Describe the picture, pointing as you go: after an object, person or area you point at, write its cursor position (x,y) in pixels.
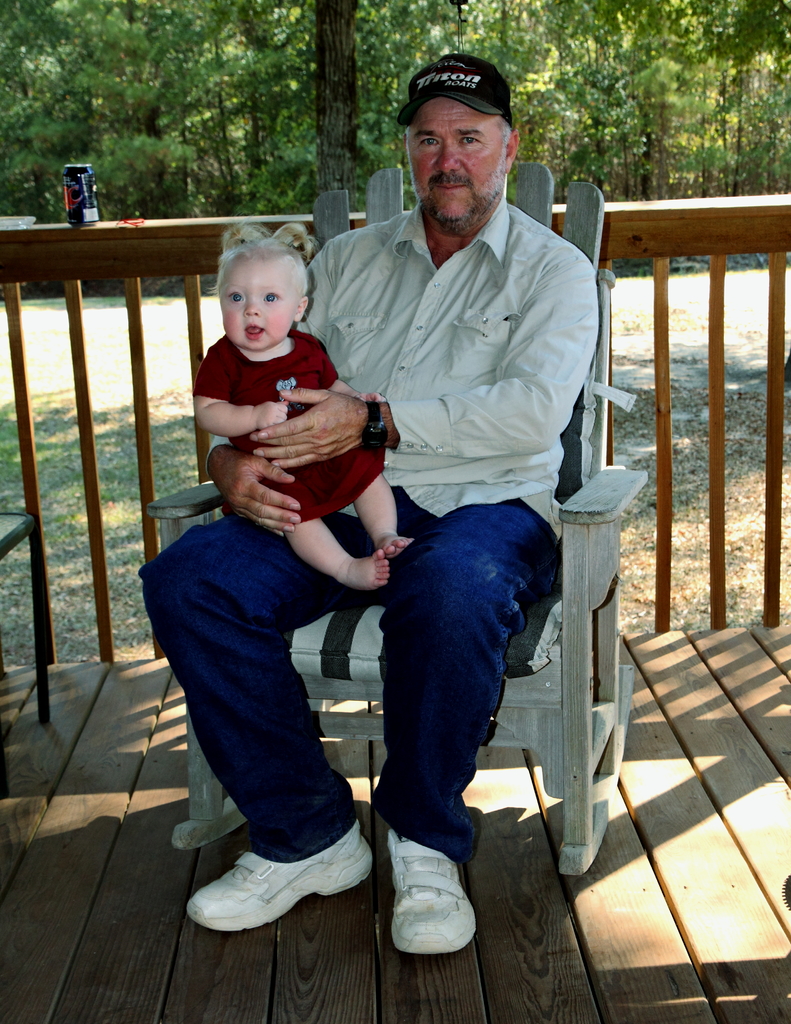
This picture shows a man (186,664) and a baby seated on the chair (580,232) and we see few trees (578,109) back of them and we see a wooden fence (55,237).
